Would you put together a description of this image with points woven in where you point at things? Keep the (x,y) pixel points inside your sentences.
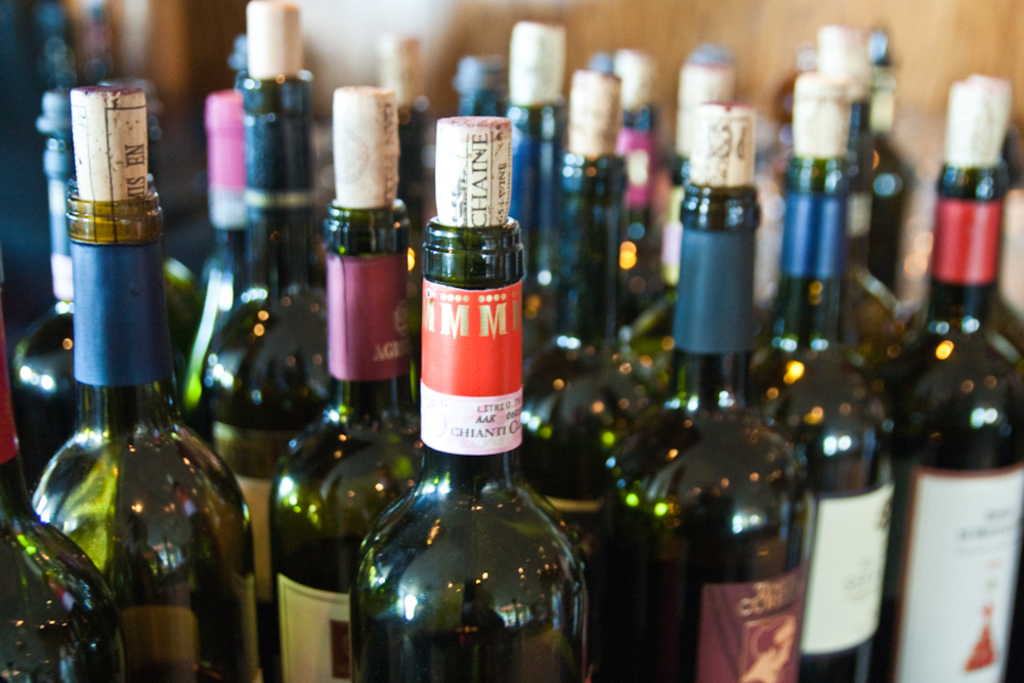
In this picture there are group of bottles (423,145). For every bottle (157,330) there is a cork (472,146) and a label (836,581).
